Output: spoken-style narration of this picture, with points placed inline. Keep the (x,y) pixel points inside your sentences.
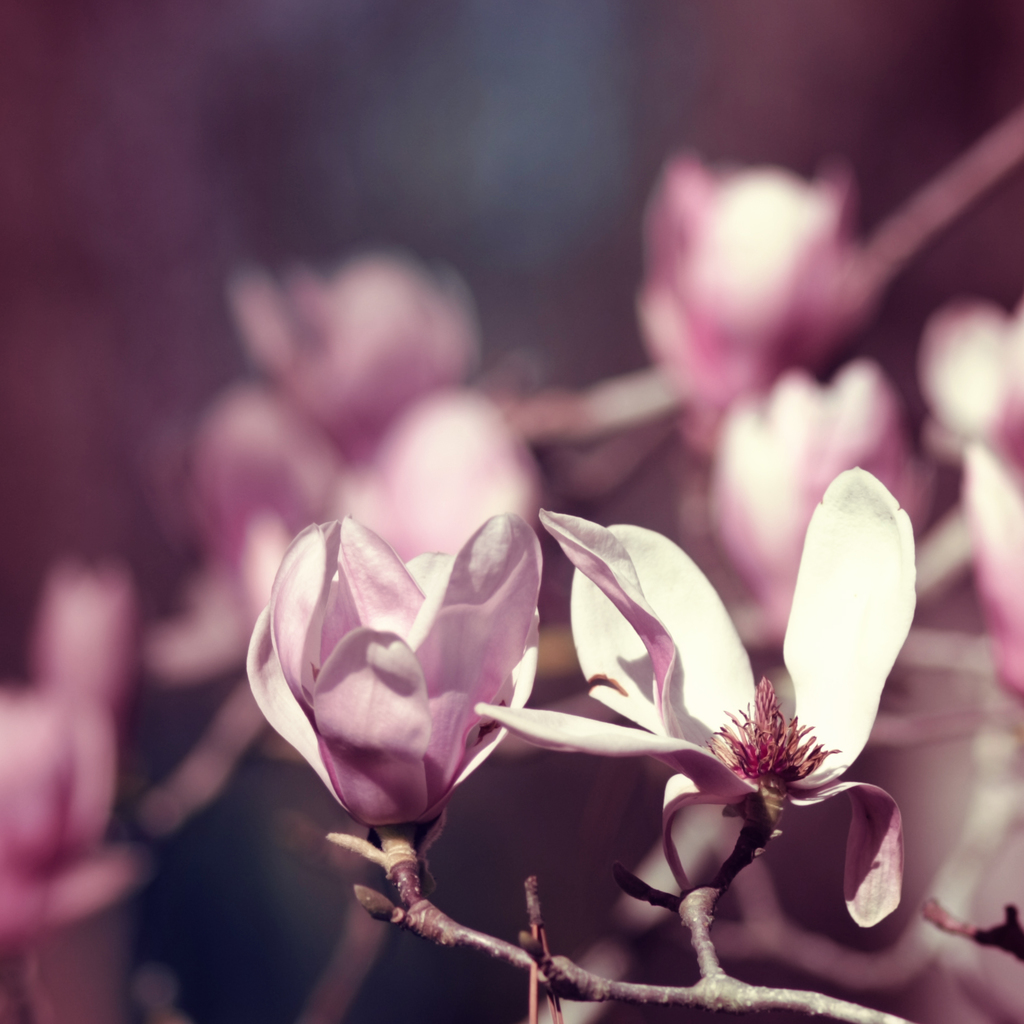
In the center of the image (499,523) we can see branches (739,991) with flowers (576,726). In the background (457,536), we can see it is blurred.
